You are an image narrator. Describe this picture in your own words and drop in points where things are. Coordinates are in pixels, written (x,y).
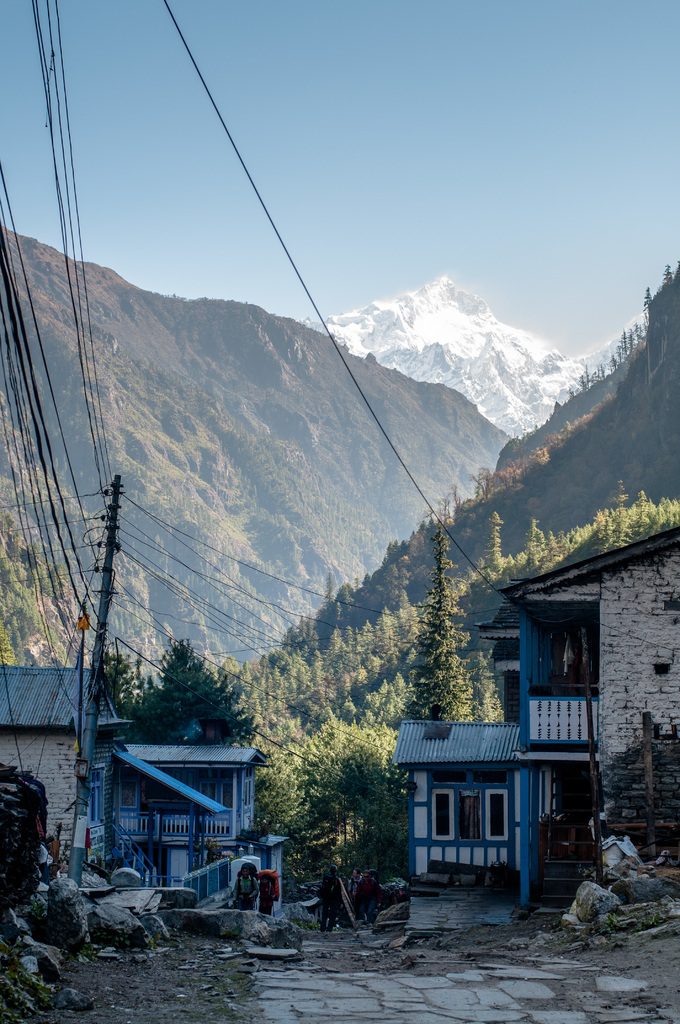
In this picture I see houses (209,796) on both right and left hand side (211,810). I can see electric pole (102,638) on the left hand side (98,624). I can see mountains (440,392) in the background (448,386). I can see clear sky (415,169).
